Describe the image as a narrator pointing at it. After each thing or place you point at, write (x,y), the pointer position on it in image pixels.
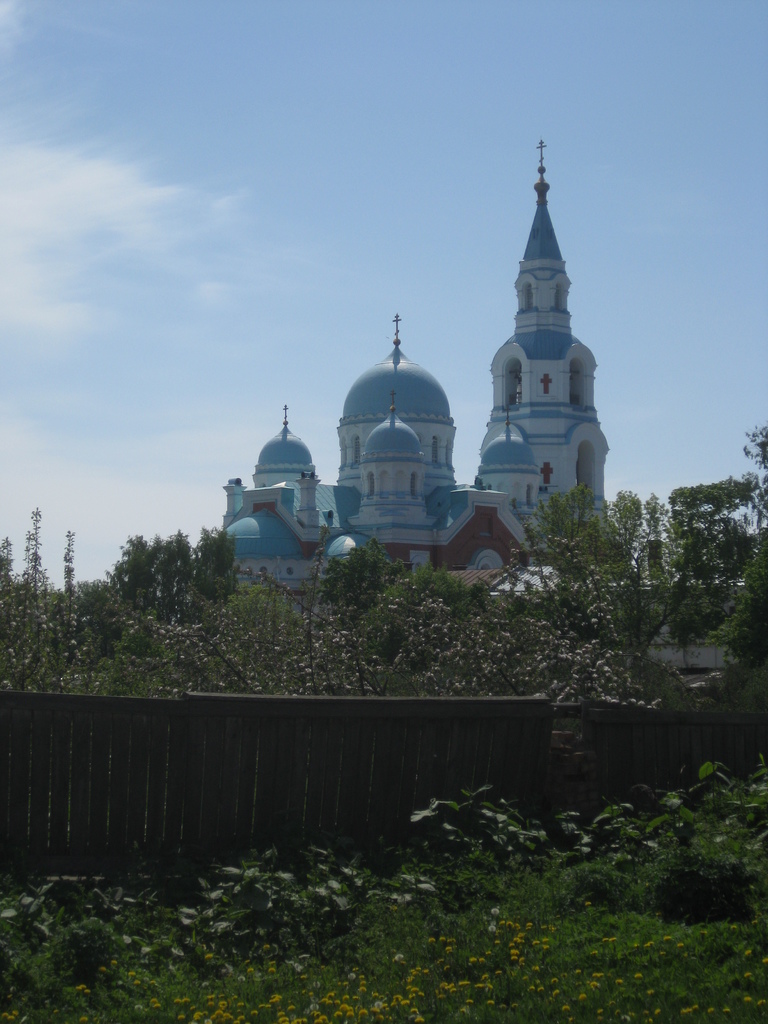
As we can see in the image there is grass (433,920), plants (510,886), trees (429,676), wall (246,753), building (468,551) and a sky (423,260).
